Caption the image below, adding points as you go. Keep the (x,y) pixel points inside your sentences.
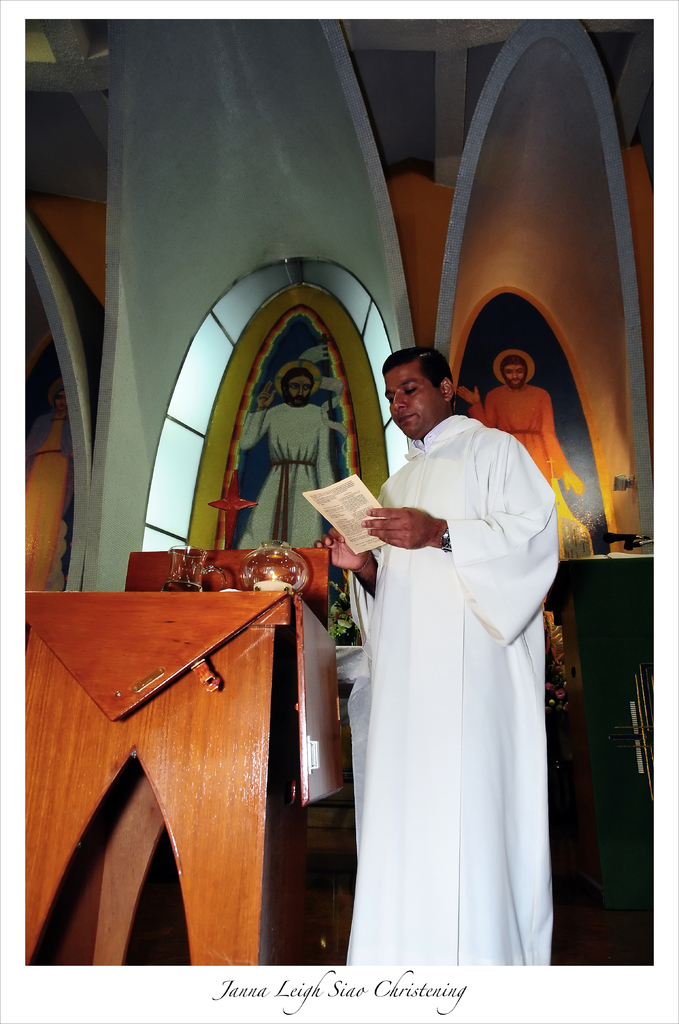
In this image we can see a man (414,600) wearing white color dress (407,560) holding some paper (362,544) in his hands (404,525), standing behind wooden podium (219,681), on right side of the image (625,577) we can see another podium (616,656) on which there is microphone (640,539) and in the background of the image (375,274) there is a wall (75,364) and some paintings (275,316) are attached to the wall (370,216).
